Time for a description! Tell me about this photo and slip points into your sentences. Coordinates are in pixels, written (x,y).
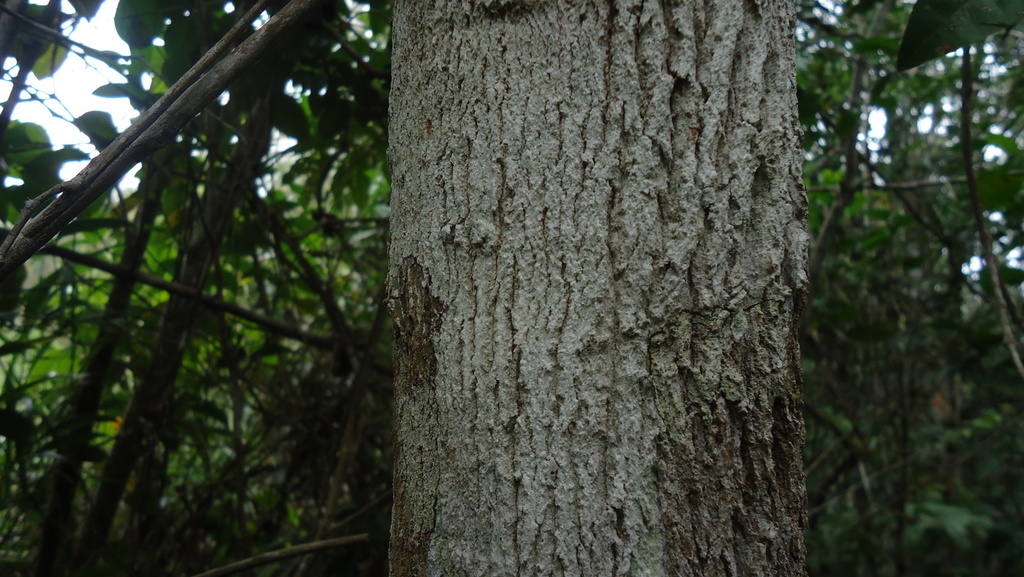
In this image in the middle (559,282), there are trees (412,225). At the top (78,86) there is sky (71,104).
